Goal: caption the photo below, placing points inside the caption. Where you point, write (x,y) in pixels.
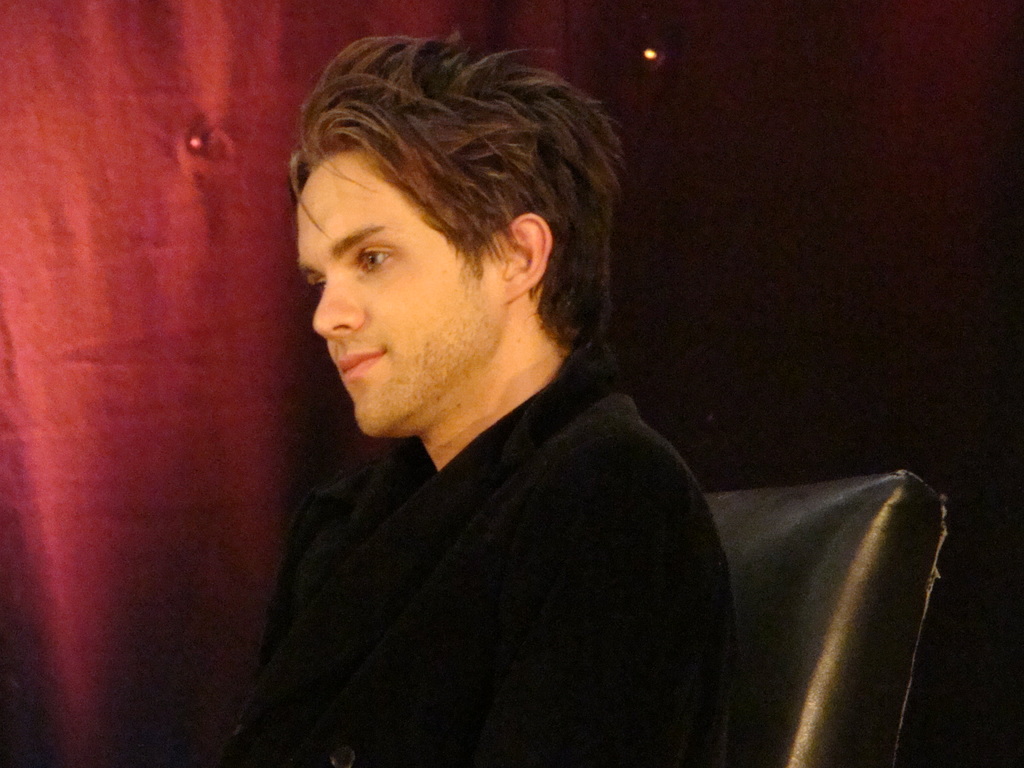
In this image in the front (513,446) there is a person (477,473) sitting on a chair (752,544). In the background (218,264) there is a red colour curtain (186,297).
